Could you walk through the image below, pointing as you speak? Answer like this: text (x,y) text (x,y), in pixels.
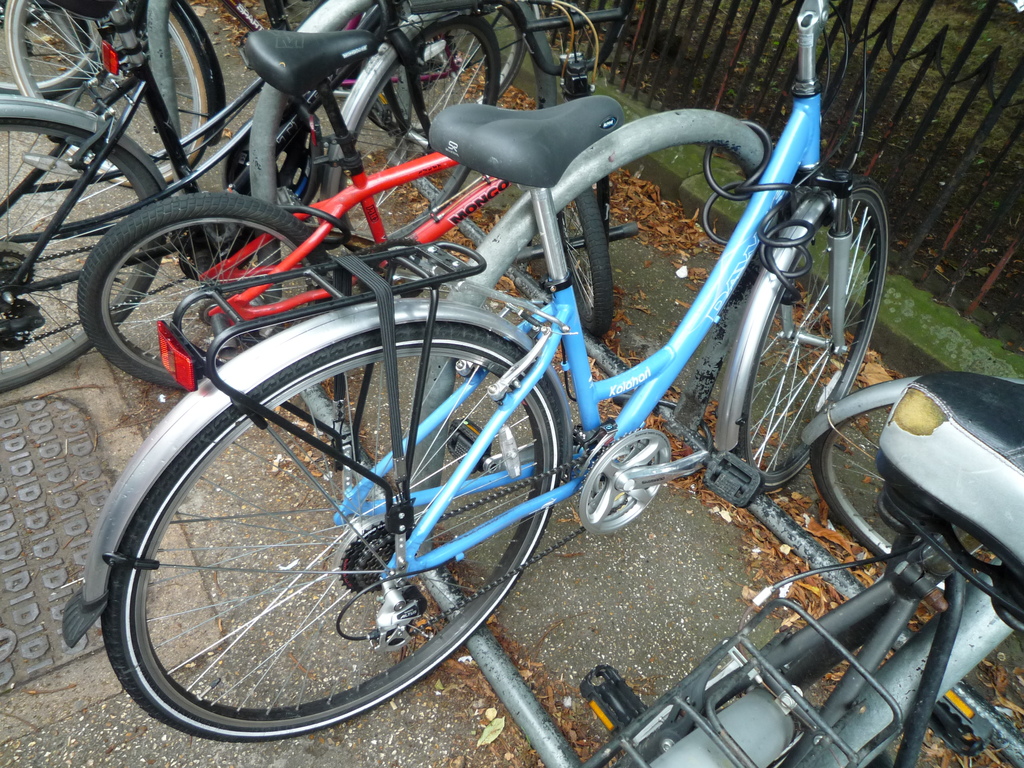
In this image we can see a group of bicycles (743,449) placed aside on the ground (685,570). We can also see some metal poles (704,438), the lid (46,649) of a manhole (54,659), some dried leaves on the ground (825,504), grass (914,180) and a metal fence (891,174).
